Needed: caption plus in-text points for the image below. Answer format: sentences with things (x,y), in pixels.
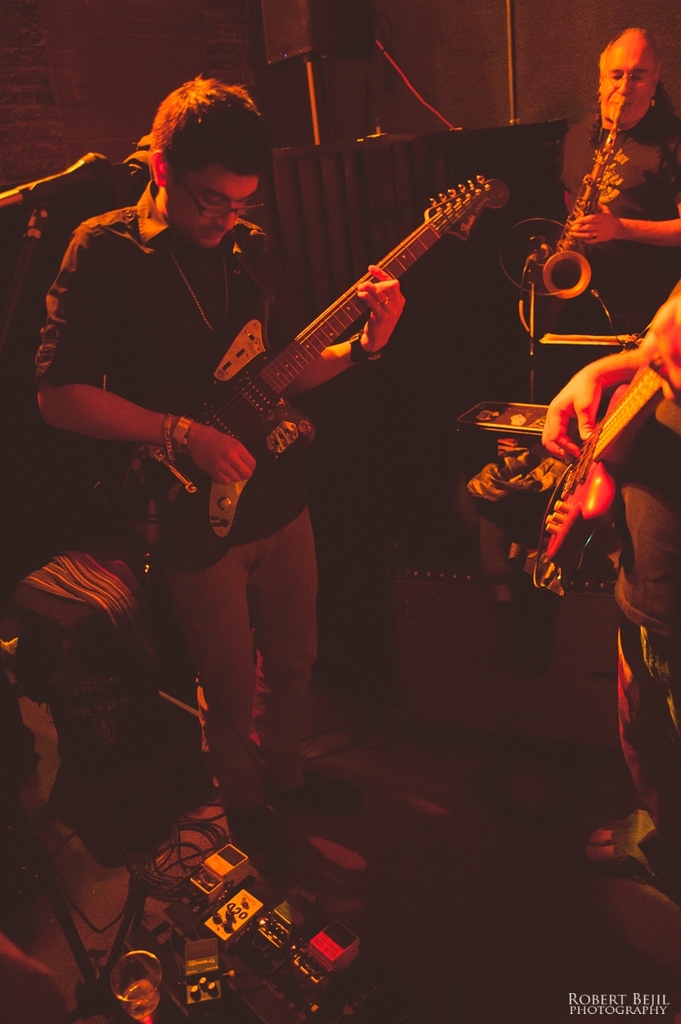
In this image there is a person (250,257) standing and playing guitar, there is an other person (618,357) standing at right side of the image (635,535) and playing guitar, the person (625,88) standing at back (638,106) side of the image and playing musical instrument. At the bottom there are devices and wires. At the back (342,37) there is a speaker (324,43).
